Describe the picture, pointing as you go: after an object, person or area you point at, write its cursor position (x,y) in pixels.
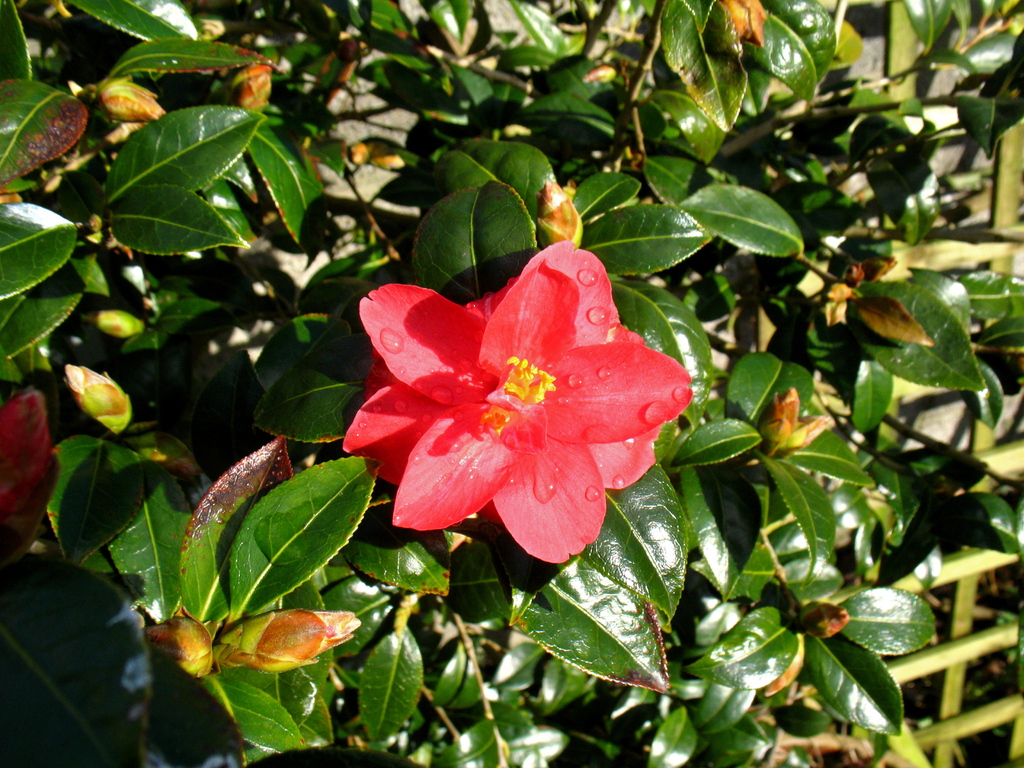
In this picture we can see a flower (581,385) and few leaves (729,506).
